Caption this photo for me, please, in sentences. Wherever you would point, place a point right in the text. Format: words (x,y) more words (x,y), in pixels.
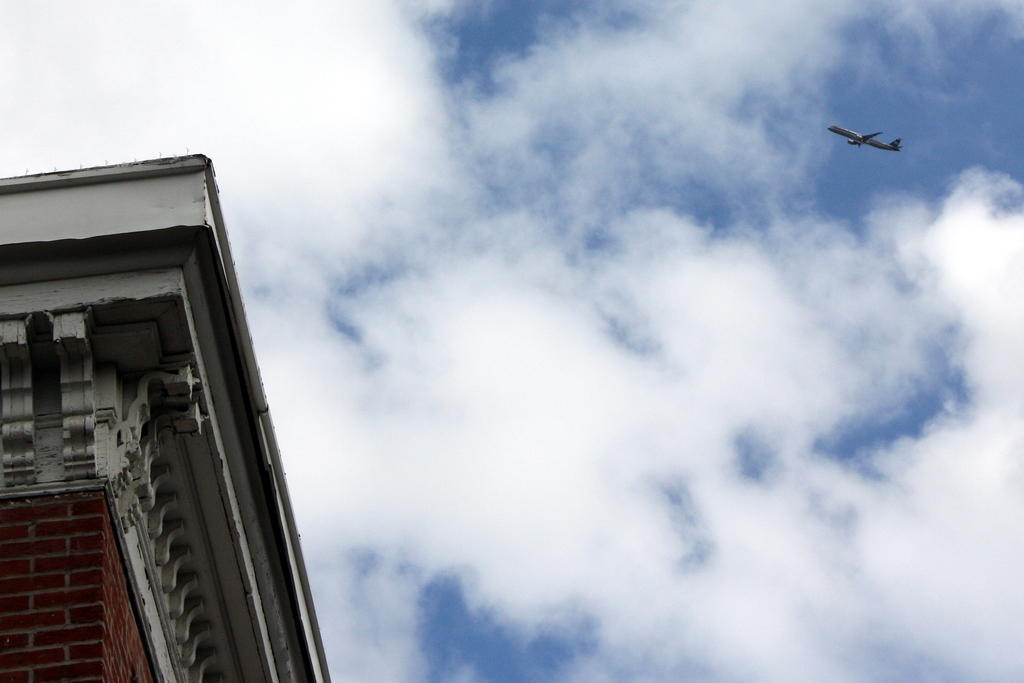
In this picture we can see one building (105,360), sky (611,266), one plane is moving in the air (745,234).
